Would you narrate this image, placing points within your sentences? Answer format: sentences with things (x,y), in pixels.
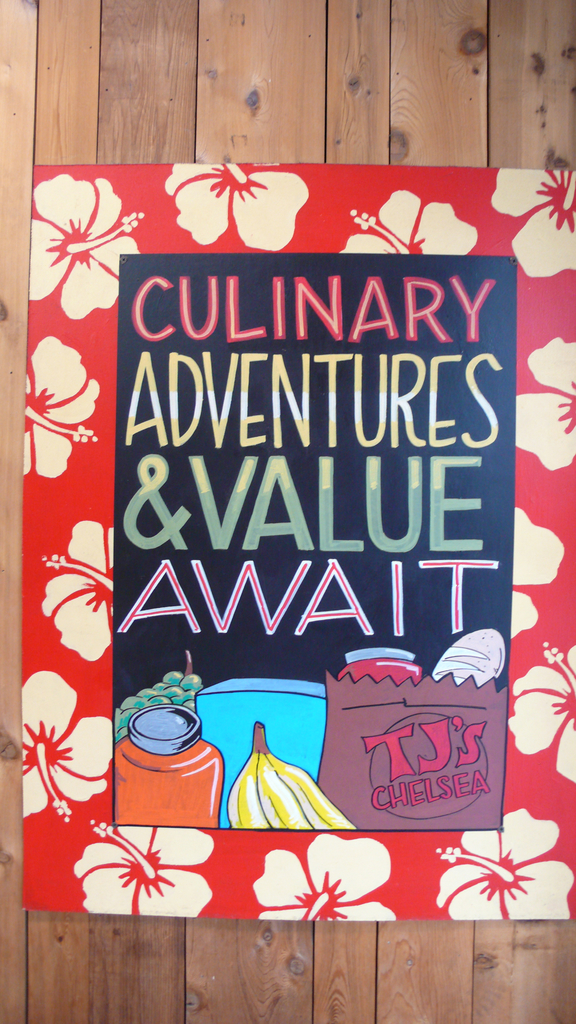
In this image there is a paper (142,391) on the wooden plank (438,56). On the paper (281,454) there are few images (298,724) and some text (288,491) are on it. There is a banana (254,790), jar (181,745), packets (386,731) and few objects pictures (311,738) are on the paper (301,761). Top of the image (391,313) there is some text (258,536). Border (85,856) of the paper (141,564) there are few flower images (557,884) on it.
